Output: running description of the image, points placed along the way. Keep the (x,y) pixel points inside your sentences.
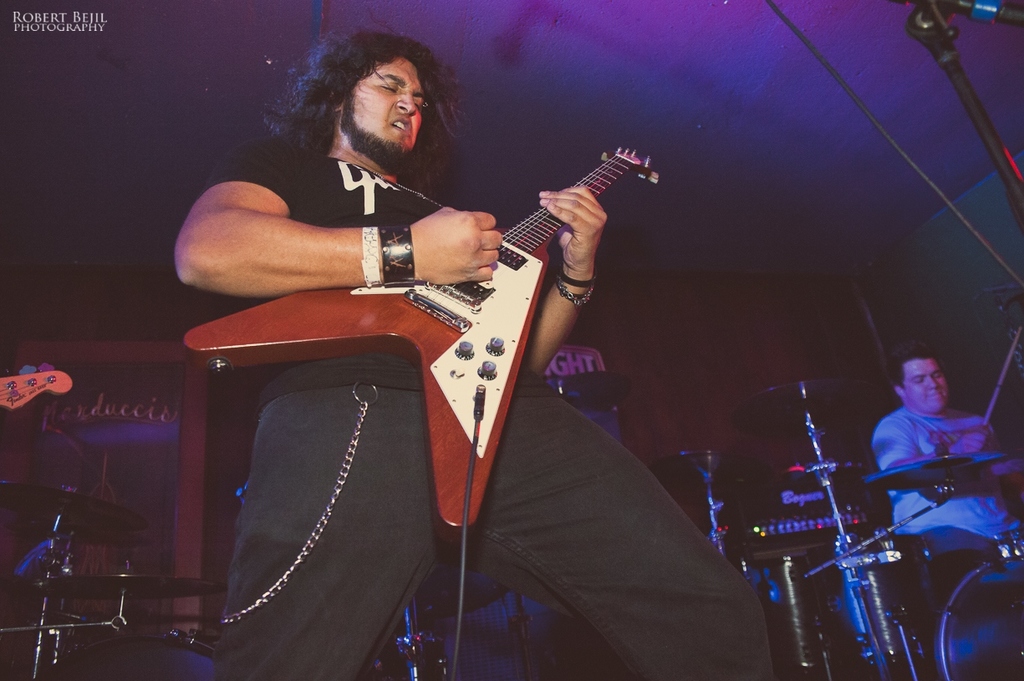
There is a person (574,235) in black color t-shirt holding and playing a guitar (453,291) and standing on a stage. On which, there are other persons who are playing musical instruments (1023,596). In the left top corner (97,24), there is watermark (84,28). In the background (94,150), there is roof (94,150). And the background (90,202) is dark in color.
